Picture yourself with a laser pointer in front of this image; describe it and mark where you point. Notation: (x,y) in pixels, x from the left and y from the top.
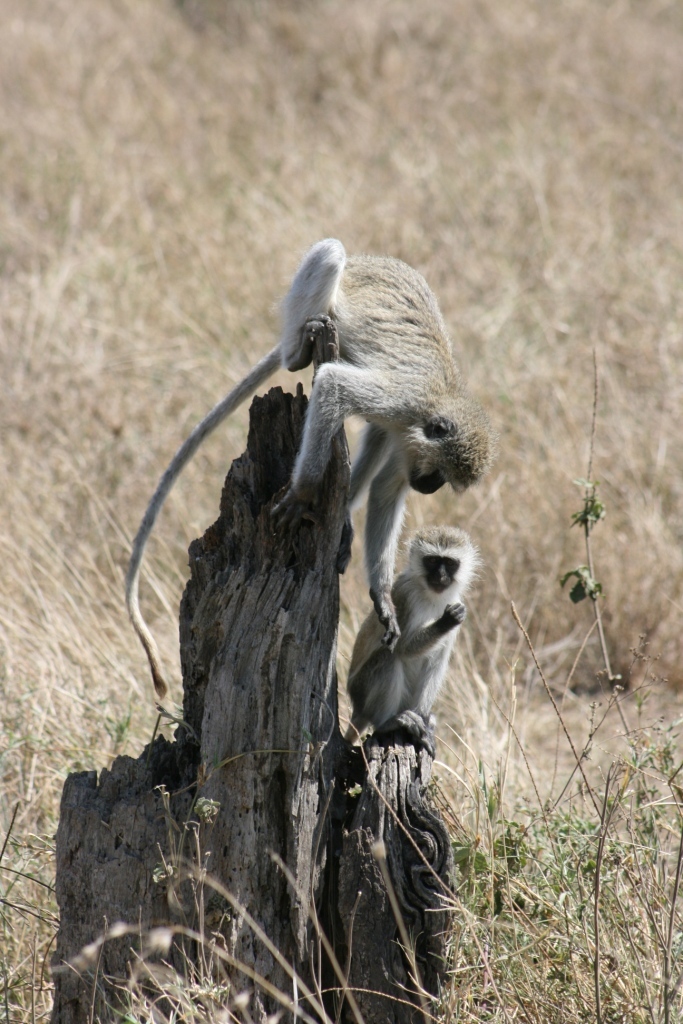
In this picture we can see grass (549,350) at the bottom (567,853), there is some wood (344,853) in the middle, we can see two monkeys (384,704) in the front (402,460).
